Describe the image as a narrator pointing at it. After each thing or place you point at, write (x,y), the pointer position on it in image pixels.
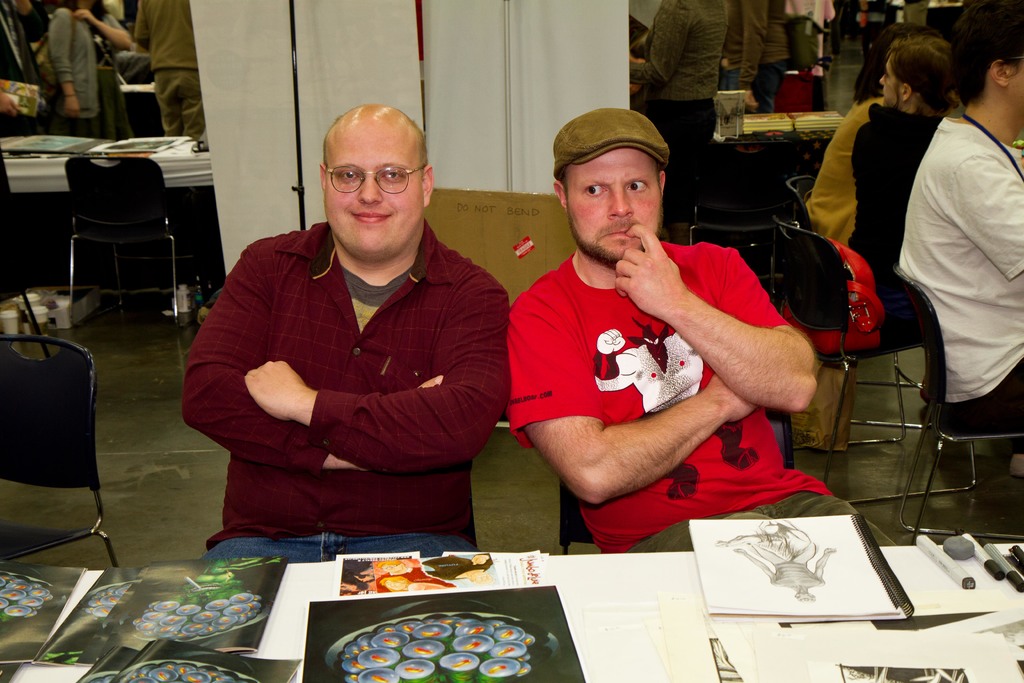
In this image two persons (530,387) are sitting on chairs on foreground (649,383). In front of them on a table (307,600) there are paintings (443,584). In the background (1013,534) there are few other people (148,61), tables (130,148), chairs (139,172). On the table (56,173) there are books (134,141). Here there is a screen (372,54).
